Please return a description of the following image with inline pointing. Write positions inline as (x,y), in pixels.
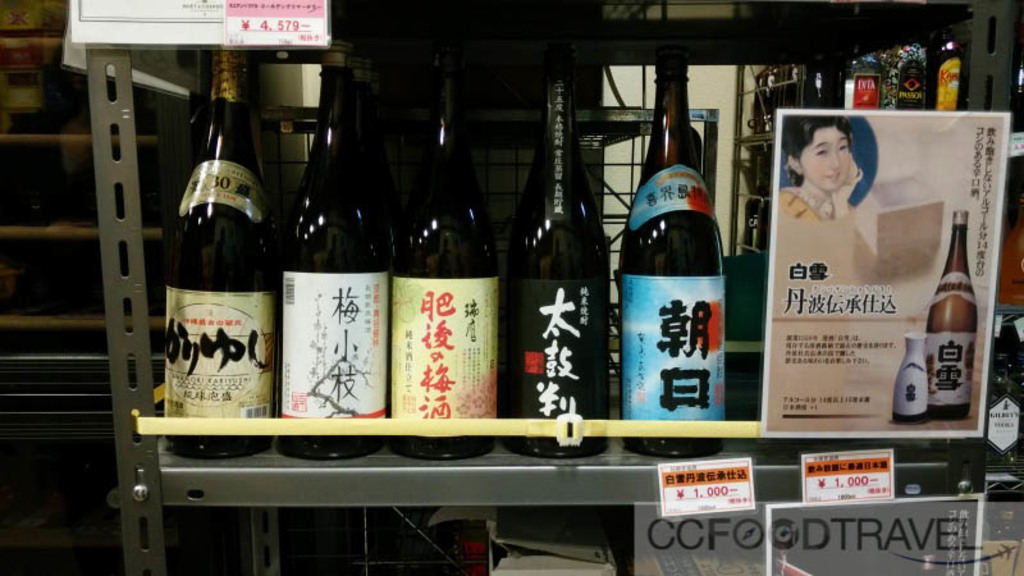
There are five bottles (365,296) in a row and sticker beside them.
